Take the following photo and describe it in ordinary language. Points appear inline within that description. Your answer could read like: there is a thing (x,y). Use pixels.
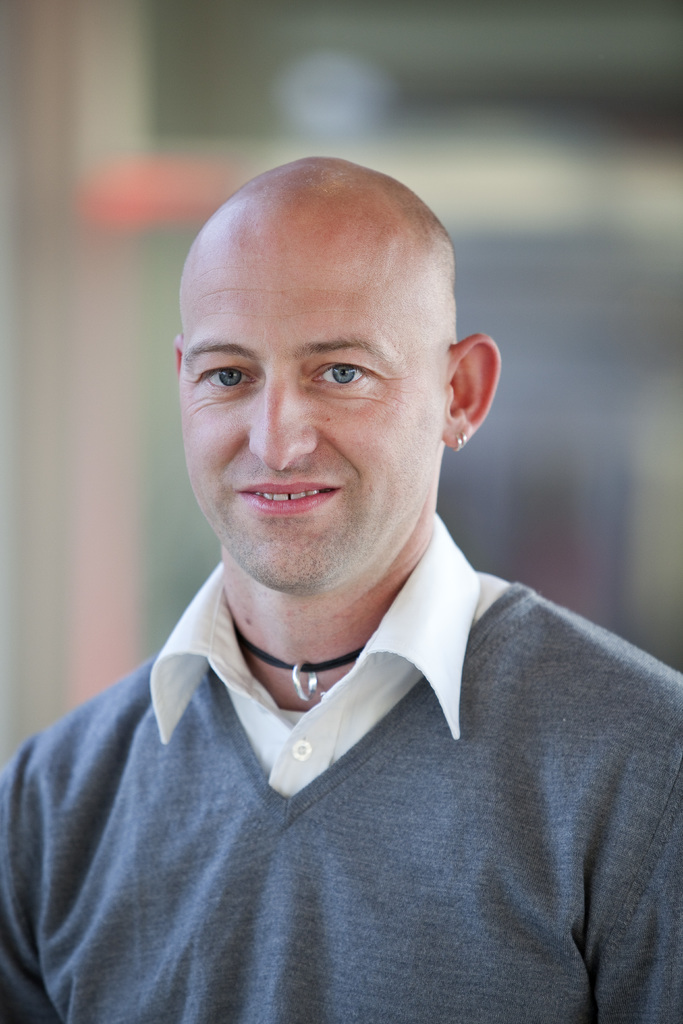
Here we can see a man (260,451) and he is smiling. There is a blur background (592,86).
